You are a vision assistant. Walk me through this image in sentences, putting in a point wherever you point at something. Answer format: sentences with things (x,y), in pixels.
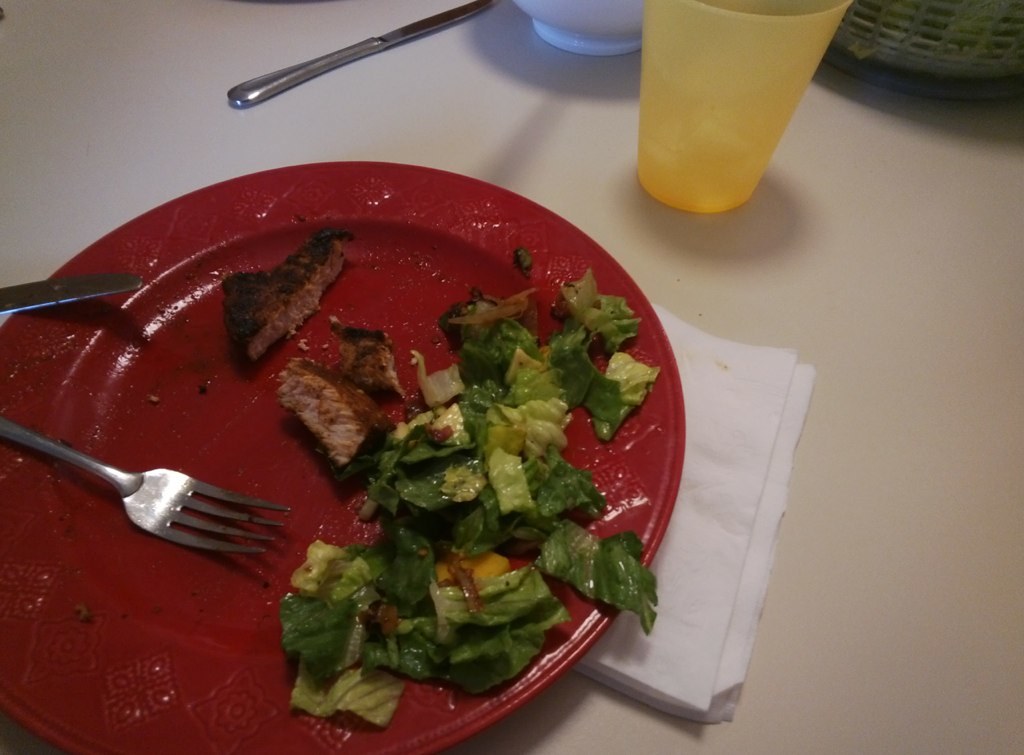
In this image I can see a red color plate (426,230), on the plate (425,209) I can see a food item (549,388) and fork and under the plate (89,364) I can see tissue paper (740,412) kept on the table (68,172), at the top (702,43) I can see glass (726,46), white color bowl (597,18) and green color bowl (868,19) and knife (389,38).
